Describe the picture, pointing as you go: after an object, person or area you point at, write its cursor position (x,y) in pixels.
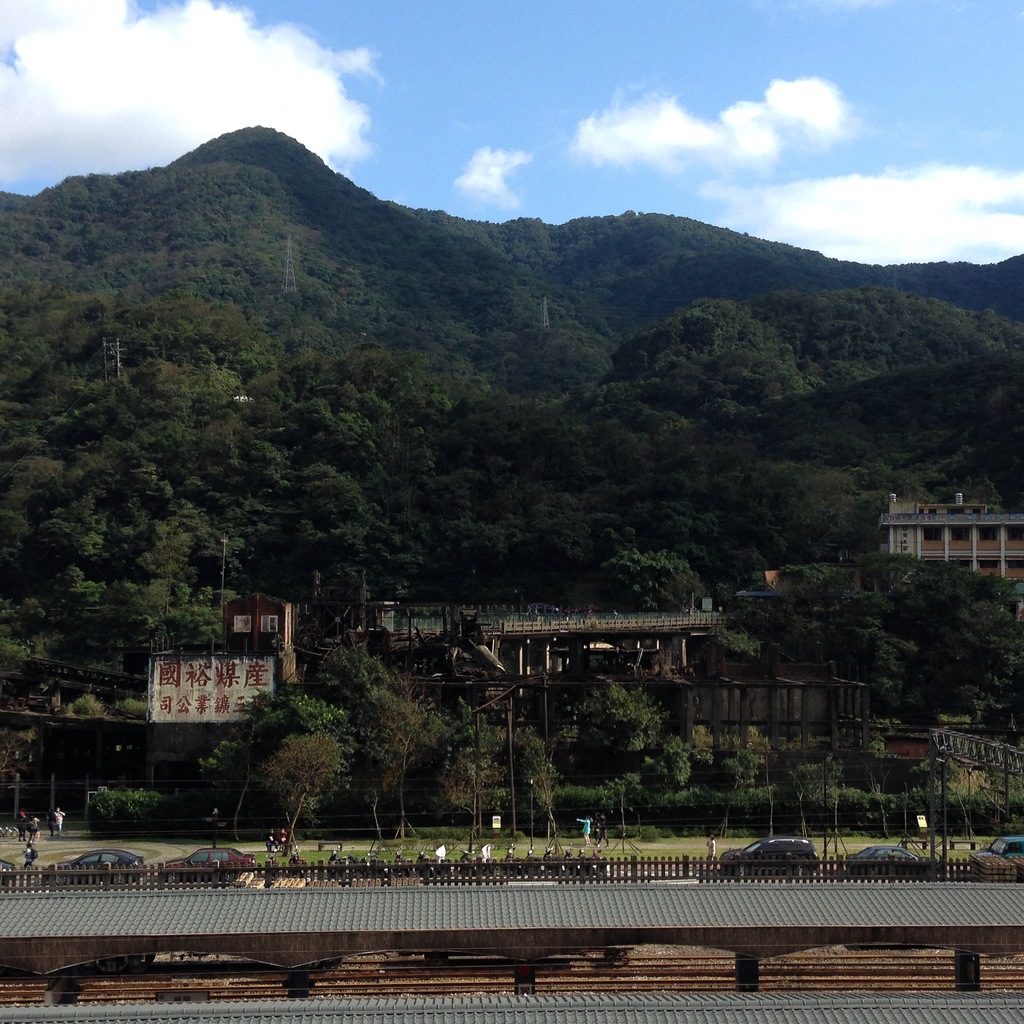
In this image there is the hill (729,545), on which there are some trees (584,582), buildings (437,629) visible, at the bottom (306,909) there are roofs (835,905) and railway tracks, behind which there are some vehicles (117,871), in the middle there are few people (30,833) visible on the ground (49,834).
